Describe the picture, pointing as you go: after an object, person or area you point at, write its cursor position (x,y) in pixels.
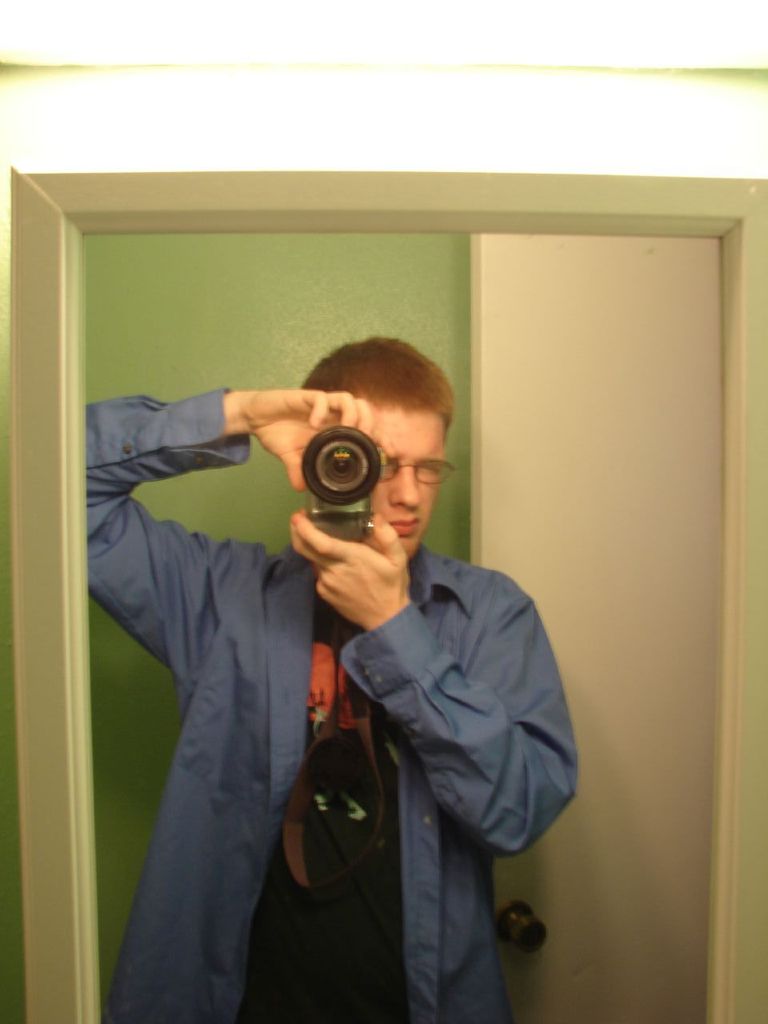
In this picture we can see a man (422,489) wearing a spectacle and holding a camera (364,487) in his hands (307,545). We can see a door (612,895), a door handle (497,921) and a wall (301,323) in the background (103,331).
